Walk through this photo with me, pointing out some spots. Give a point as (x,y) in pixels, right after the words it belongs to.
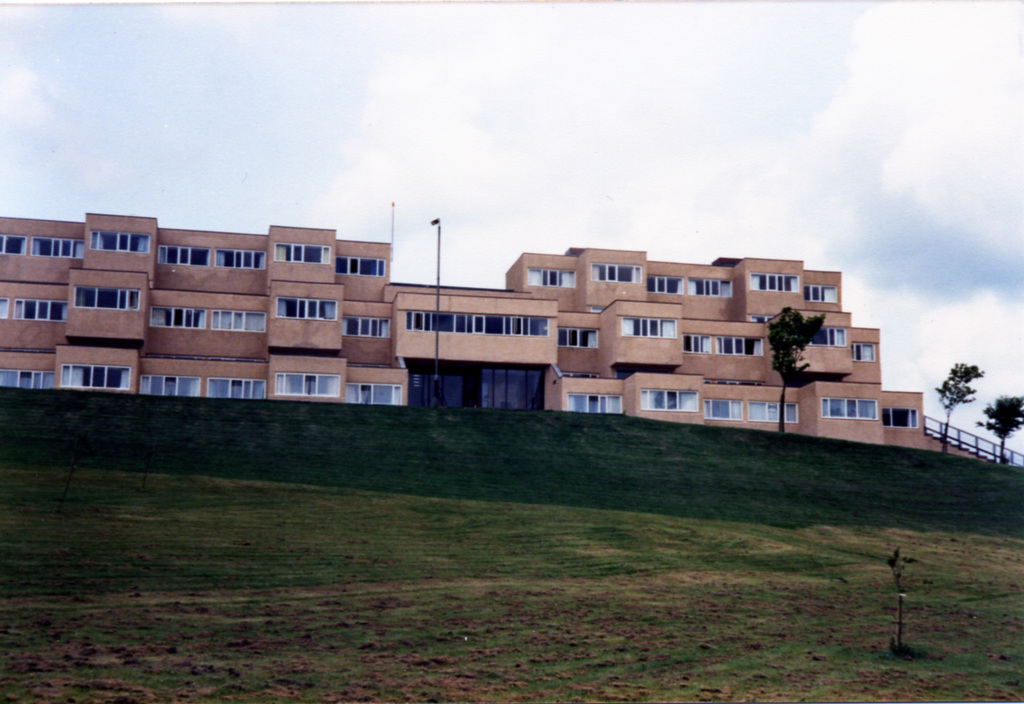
In the image we can see the building (432,350) and these are the windows (171,325) of the building (686,347). We can even see there are trees (958,397) and poles (433,222). Here we can see the grass (535,491) and the cloudy sky (722,179).
